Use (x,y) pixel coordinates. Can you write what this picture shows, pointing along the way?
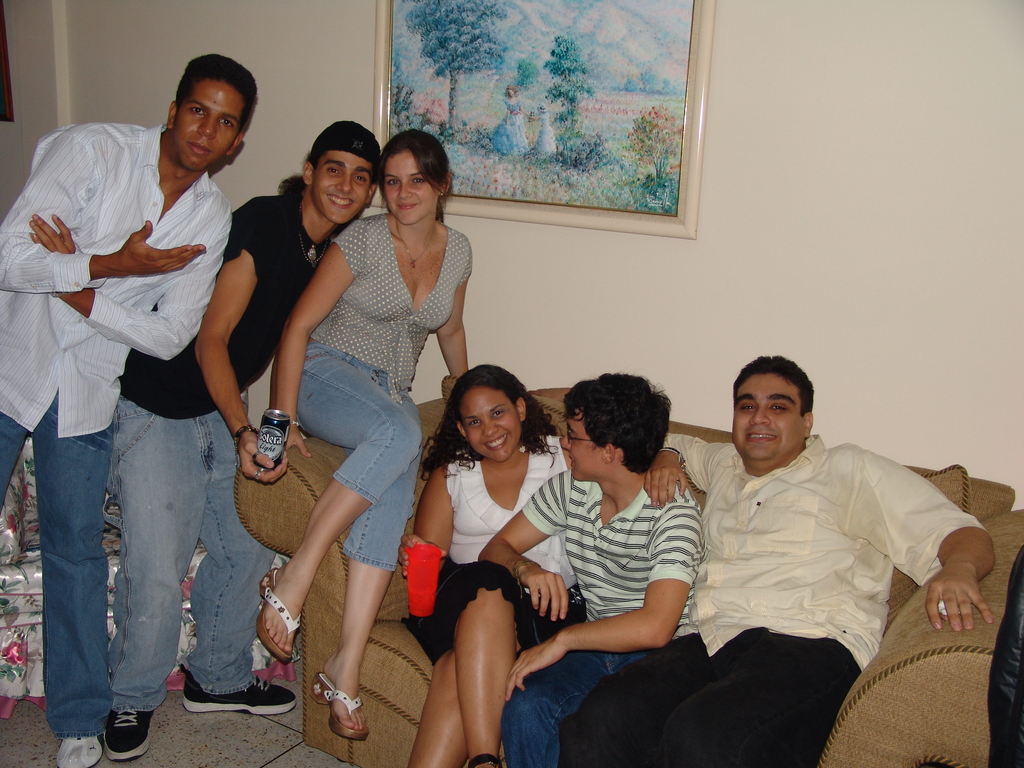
In this picture I can see four persons (478,753) sitting on the couch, there are two persons (126,316) standing, there are few objects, and in the background (505,199) there is a frame (505,199) attached to the wall (279,72).
